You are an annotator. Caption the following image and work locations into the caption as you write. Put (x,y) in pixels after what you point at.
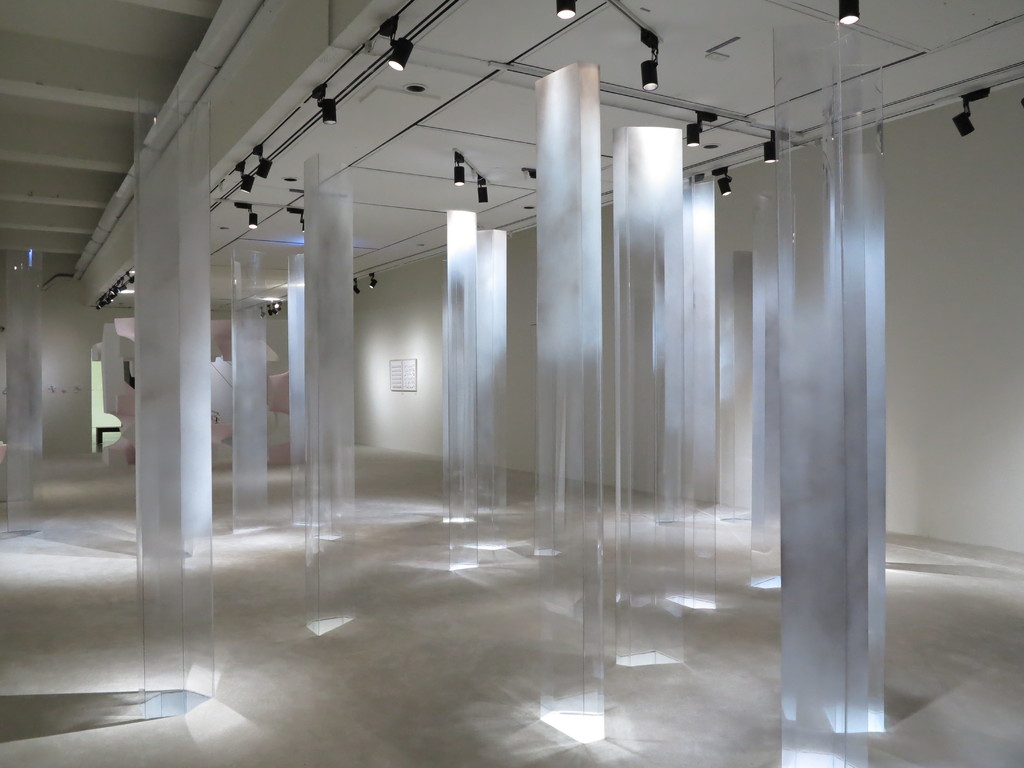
This image is taken in a hall (4,666), where we can see glass pillars (845,504), wall (910,477), lights (330,108) to the ceiling (228,58) and few objects (110,401) in the background (99,416).
